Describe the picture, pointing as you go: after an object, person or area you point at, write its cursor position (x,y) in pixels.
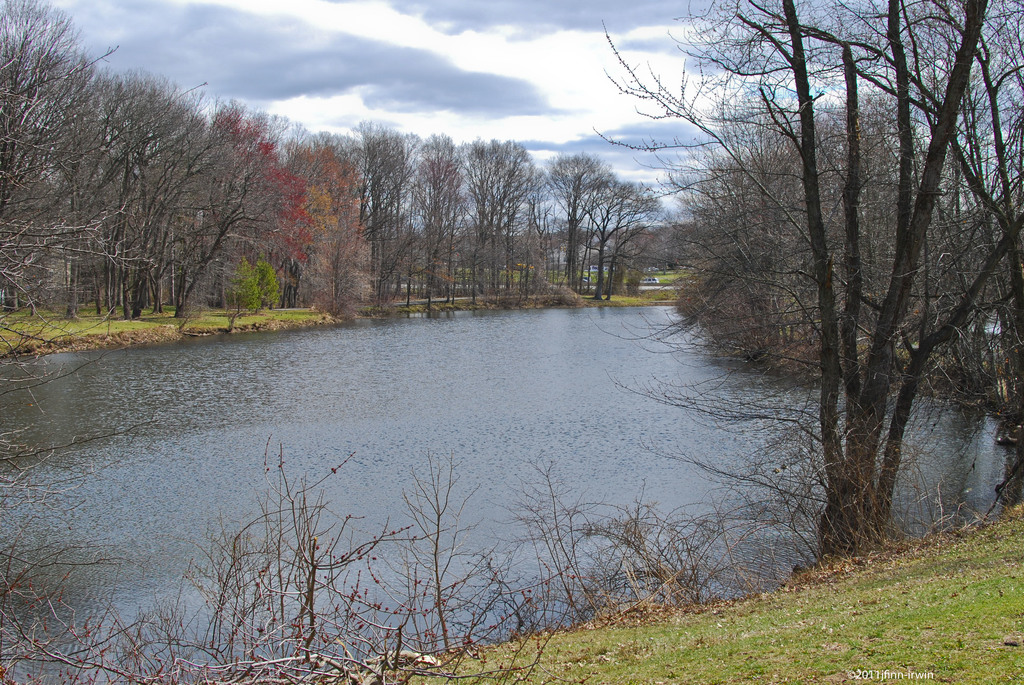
In this picture we can see few trees (712,239) from left to right. We can see water (487,381). Some grass (854,638) is visible on the ground (901,616). Sky (566,89) is cloudy.
